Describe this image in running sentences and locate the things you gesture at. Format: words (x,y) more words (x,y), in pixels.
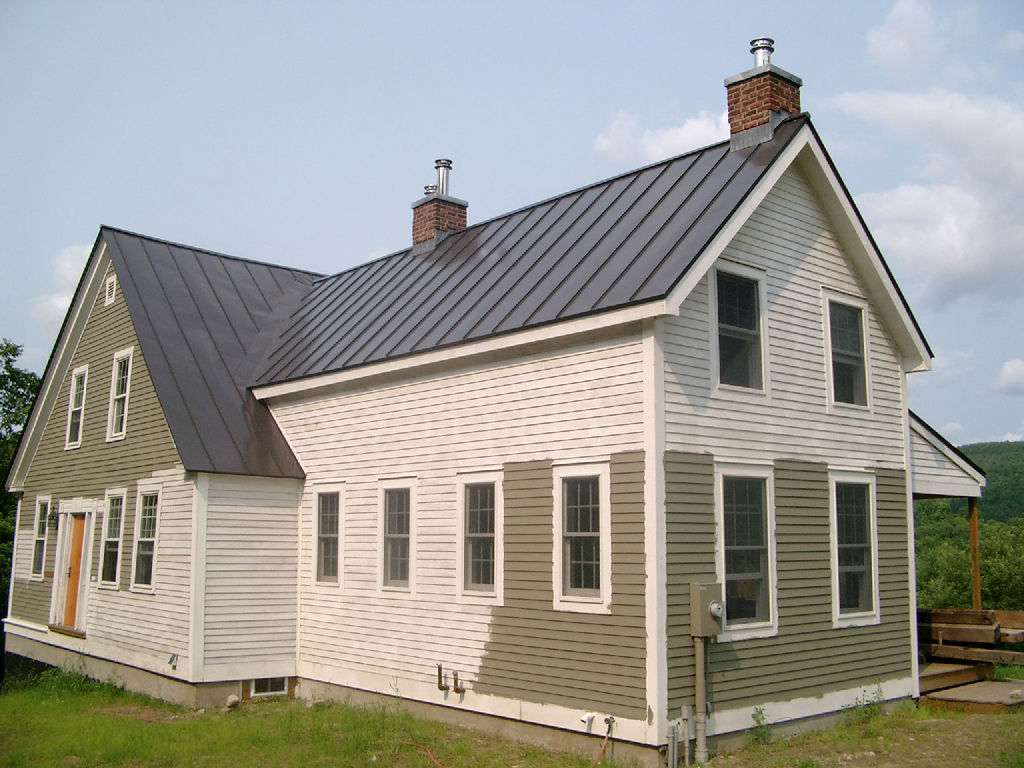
In the picture I can see the house (484,444) and glass windows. I can see the chimney construction (439,199) at the top of the building (604,189). I can see the pipeline (683,713) on the wall (712,671) of the building (718,670). There are trees (1013,555) on the left side (8,455) and the right side (1017,569) as well. There are clouds (1018,439) in the sky (350,78). I can see the green grass (269,713) at the bottom of the picture (458,745).
